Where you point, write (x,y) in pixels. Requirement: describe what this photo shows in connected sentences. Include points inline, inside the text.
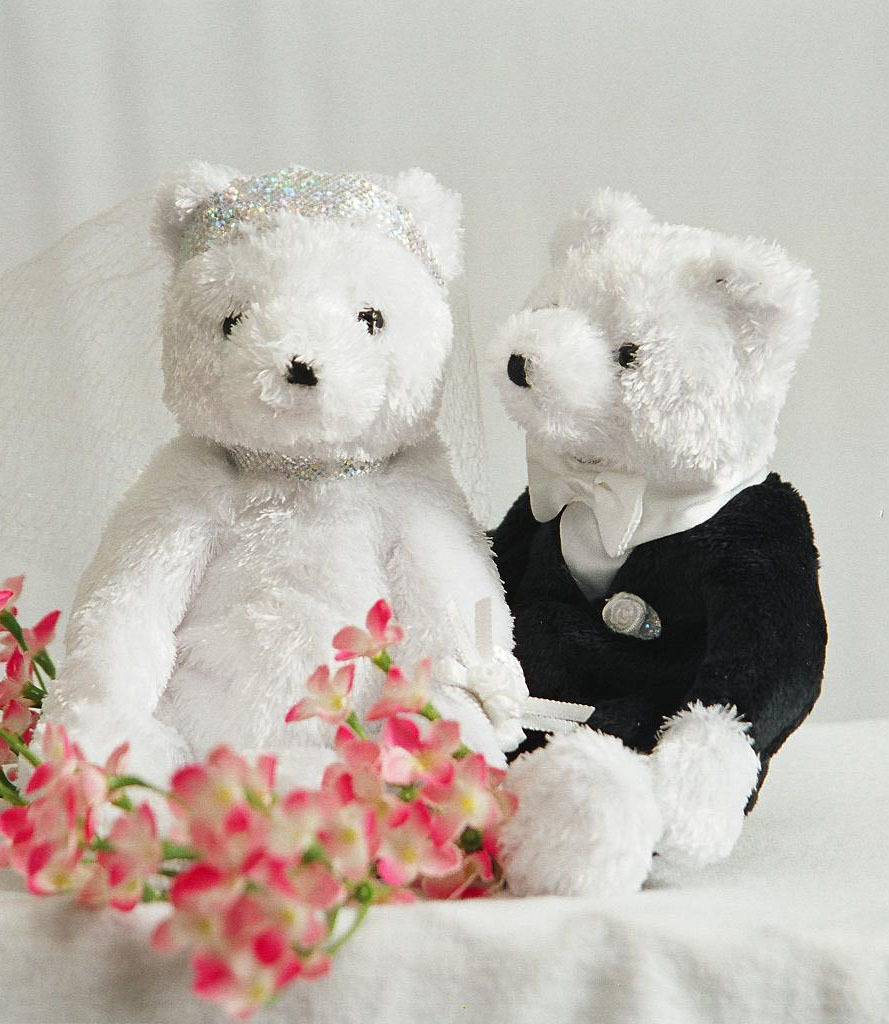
There are two dolls (507,560) which are in white and black color and there are few flowers (331,883) which are in red color in front of it.
